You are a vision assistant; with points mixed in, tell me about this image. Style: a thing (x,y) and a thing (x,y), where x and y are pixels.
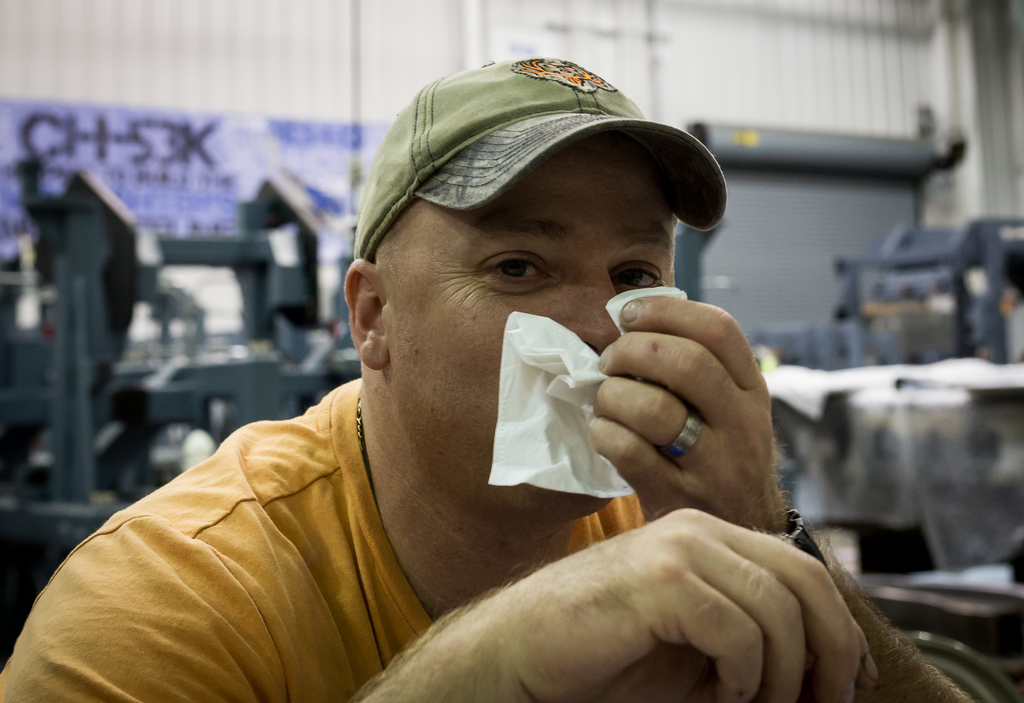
This image is taken indoors. In the background (798,91) there is a wall (758,106) and there is a board (177,153) with a text (197,187) on it. There are a few equipments (969,659). In the middle of the image (481,395) there is a man (498,349) and he is cleaning his nose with a tissue paper (572,398).
